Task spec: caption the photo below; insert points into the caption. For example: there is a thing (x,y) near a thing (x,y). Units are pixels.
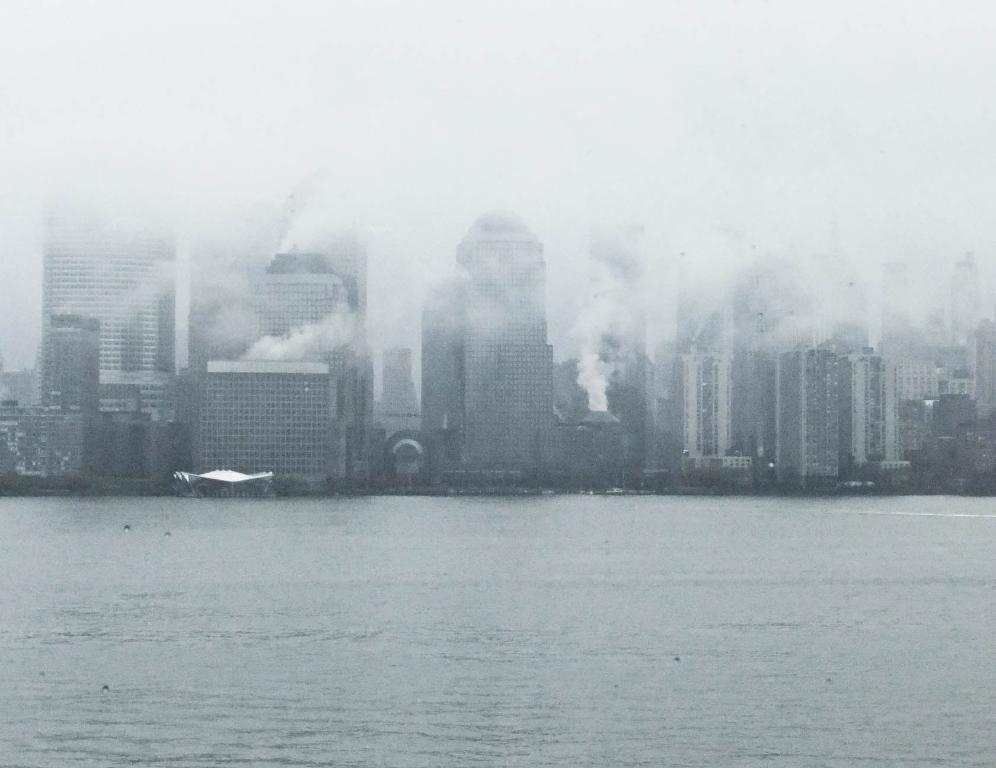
In this image in the front (497,607) there is water (588,650). In the background (434,372) there are buildings (456,334) and there is smoke (571,234).
